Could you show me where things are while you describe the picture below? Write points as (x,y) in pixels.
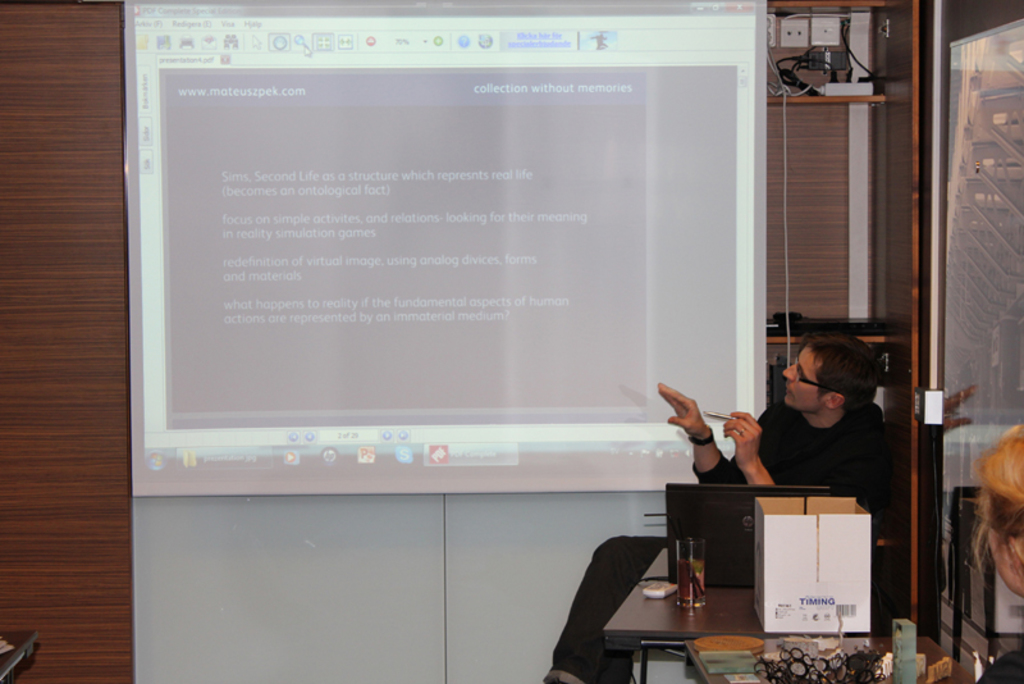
In this picture we can see few people (862,433), they are seated, in front of them we can see a laptop (740,526), box (777,561) and other things (692,592) on the tables (739,606), beside to them we can find a projector screen (479,294) and cables (804,56).
